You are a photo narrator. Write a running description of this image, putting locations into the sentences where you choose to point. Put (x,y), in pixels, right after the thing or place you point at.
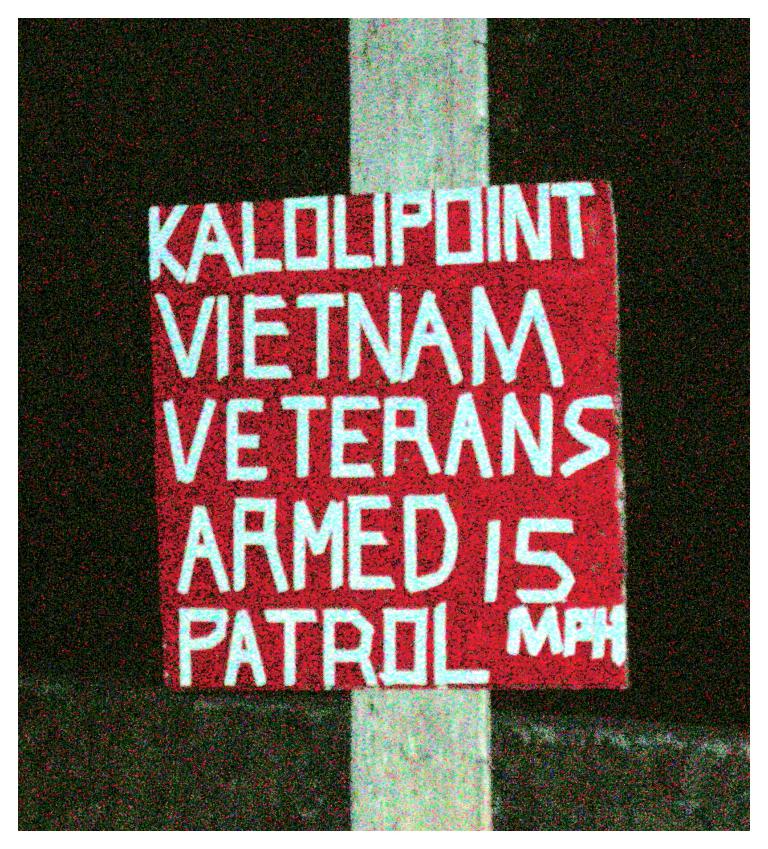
In this image there is a board (383,648) attached to the pole (404,738). On the board (287,510) there is some text (360,318). Bottom of the image (251,750) there is a wall (284,737). Background (207,158) is in black color.
